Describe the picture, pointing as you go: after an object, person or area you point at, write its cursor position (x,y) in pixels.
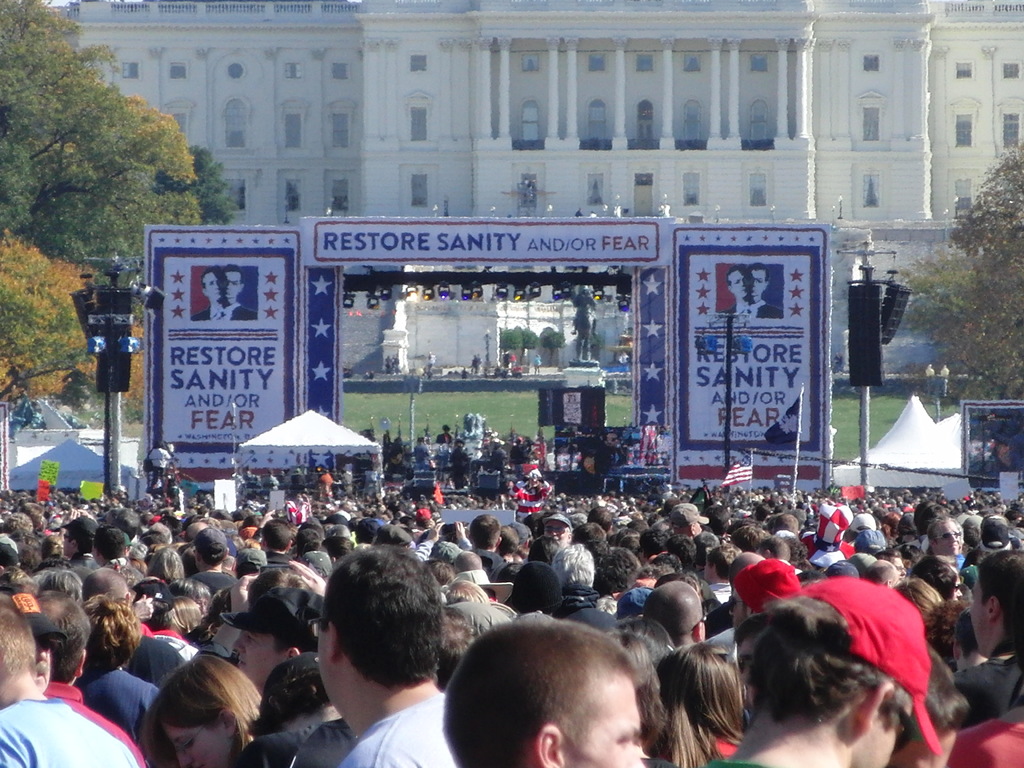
In this picture I can see few people (676,730) standing and I can see a arch (314,375) with some text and couple of poles (115,402) and a building (698,175) on the back (688,37) and I can see trees (1019,174) and couple of tents (76,473) and I can see a statue (582,316).
